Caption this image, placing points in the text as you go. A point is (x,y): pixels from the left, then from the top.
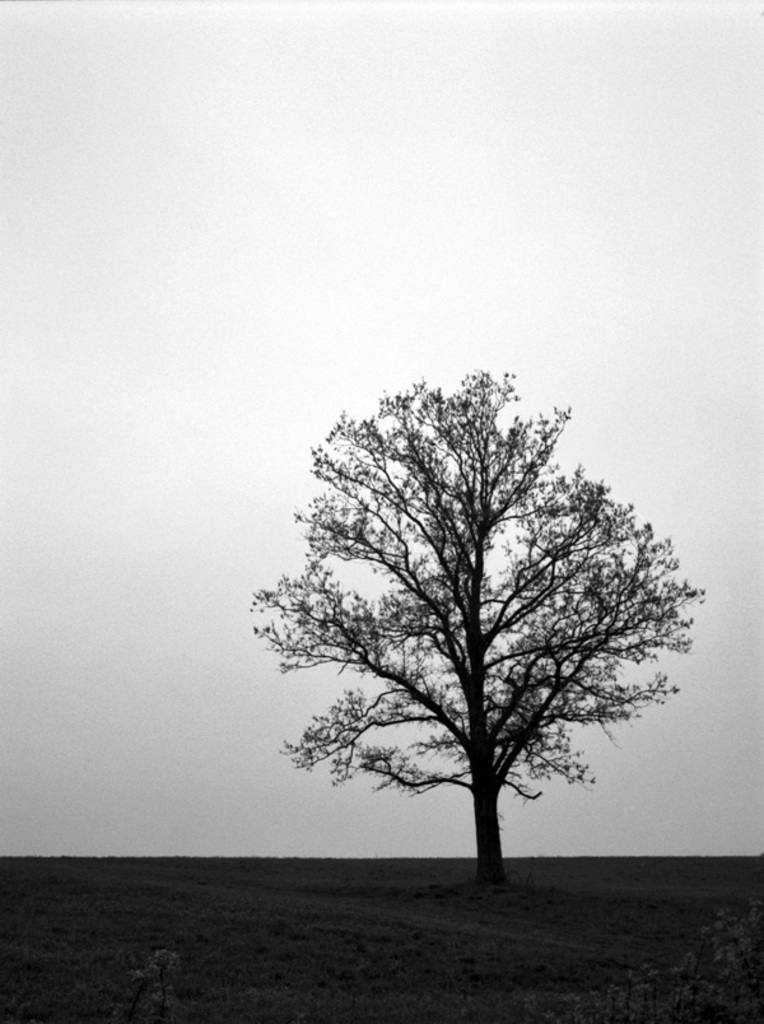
In this image there is a tree (463,594) visible on land (125,908), behind the tree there is the sky (286,287). At bottom (757,945) there may be the small plants (159,961) visible.
